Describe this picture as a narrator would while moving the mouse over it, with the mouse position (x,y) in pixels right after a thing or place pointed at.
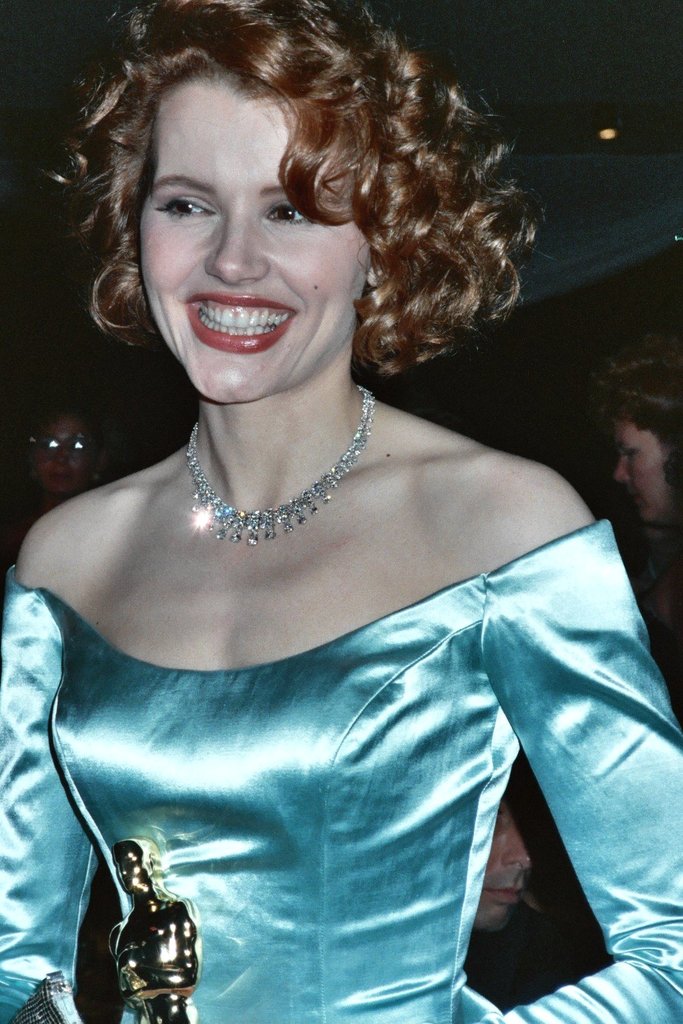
In this picture there is a lady (545,648) who is standing in the center of the image (385,417) and there are other people (651,556) in the background area of the image (655,406).
